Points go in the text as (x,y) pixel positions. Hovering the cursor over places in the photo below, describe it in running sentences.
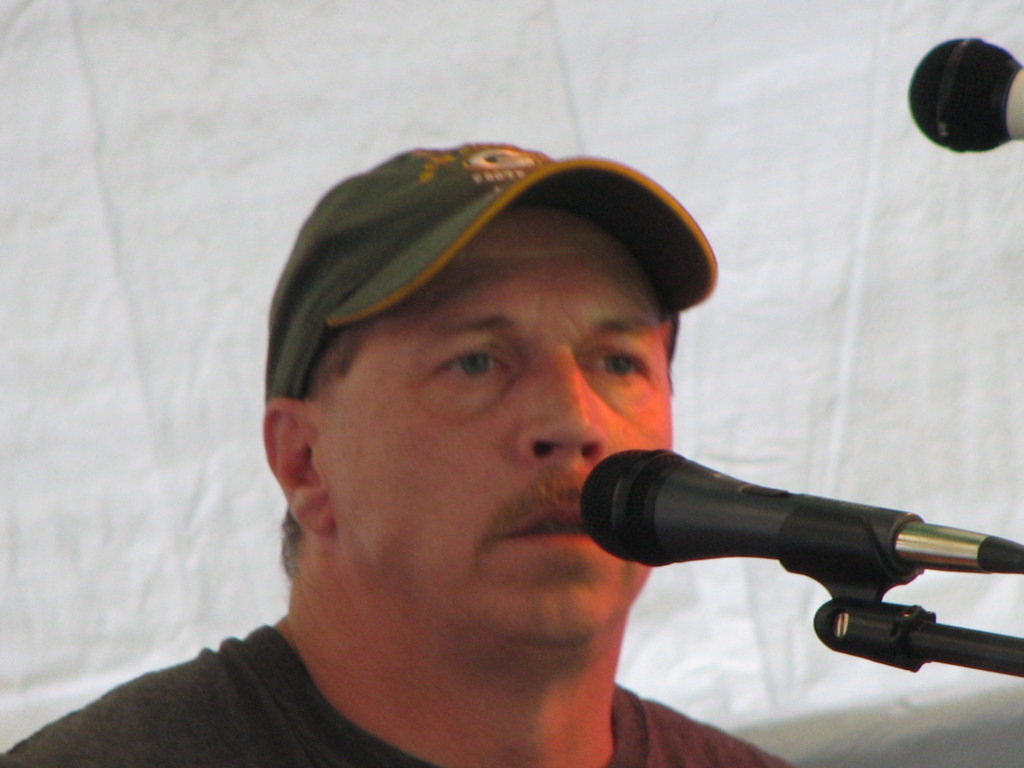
In the image there is a man (272,447), he is wearing a hat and there are two mics (956,53) on the right side of the image (720,508).
